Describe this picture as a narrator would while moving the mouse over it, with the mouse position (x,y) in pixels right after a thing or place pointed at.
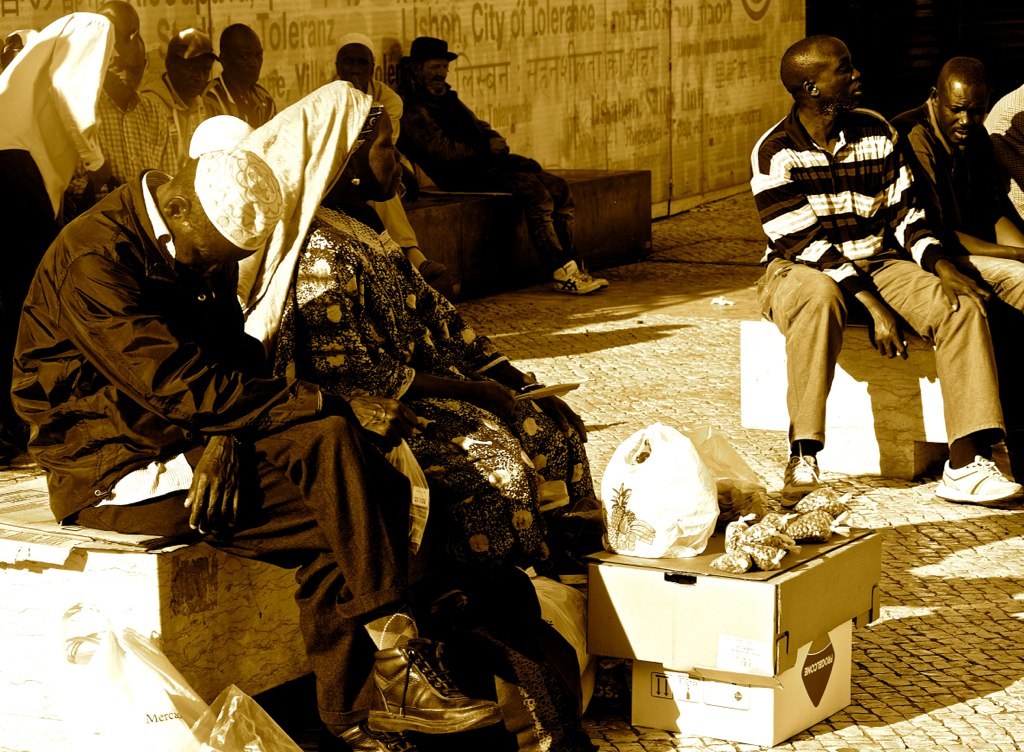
In this picture we can see a group of people (211,64) sitting, plastic covers (707,469), boxes (720,599) and some food items (742,524) and in the background (636,71) we can see the wall (630,85).
